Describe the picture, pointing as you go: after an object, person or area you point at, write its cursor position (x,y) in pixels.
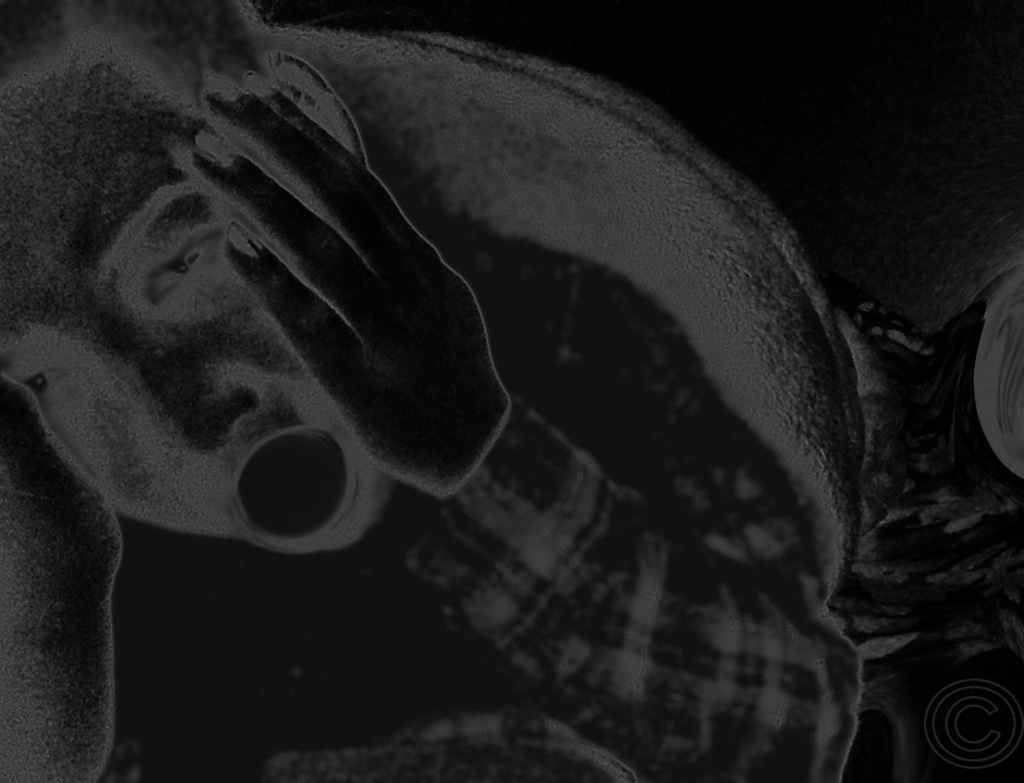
This picture seems to be an edited image. On the left (172,617) we can see a person (310,324) seems to be lying, and in the bottom right corner (958,717) we can see the watermark (967,712) on the image.
